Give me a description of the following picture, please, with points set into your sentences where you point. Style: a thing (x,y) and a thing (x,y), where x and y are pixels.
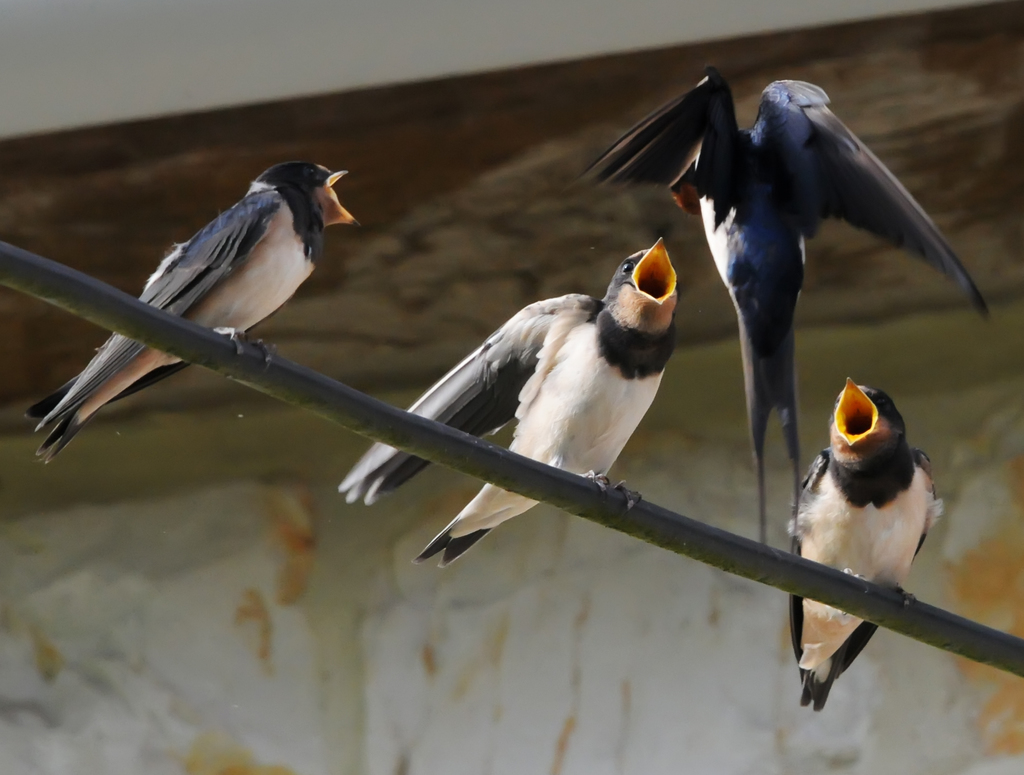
In this image we can see few birds (649,358). There is an object (805,579) in the image. There is a wall (553,109) in the image.
